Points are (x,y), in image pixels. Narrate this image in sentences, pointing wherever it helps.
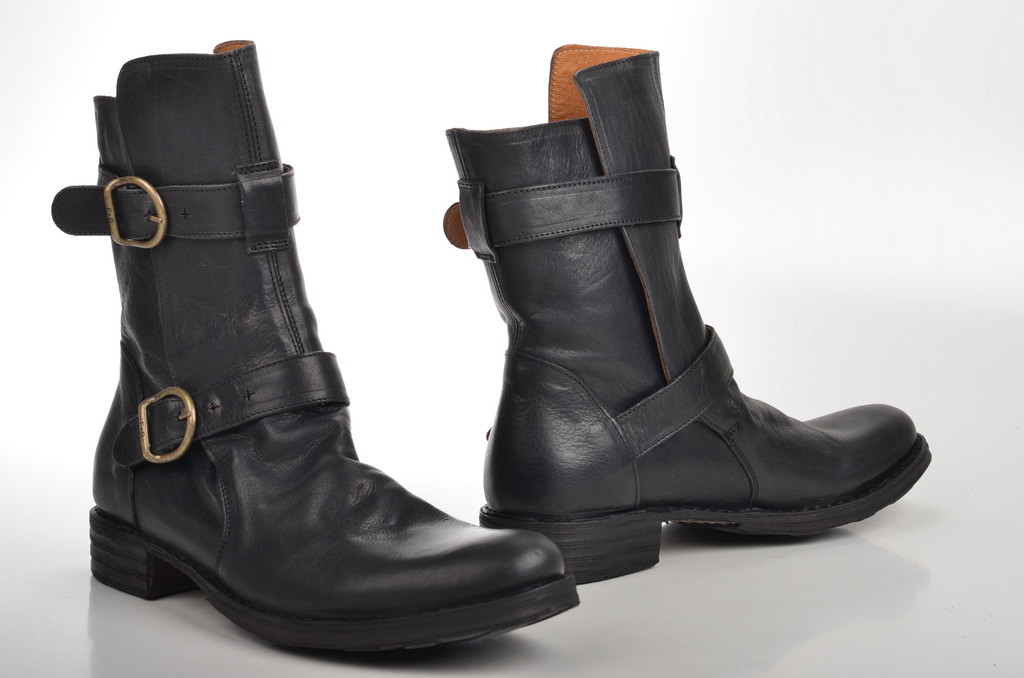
In this image we can see the boots (702,502) with white background (762,155).
